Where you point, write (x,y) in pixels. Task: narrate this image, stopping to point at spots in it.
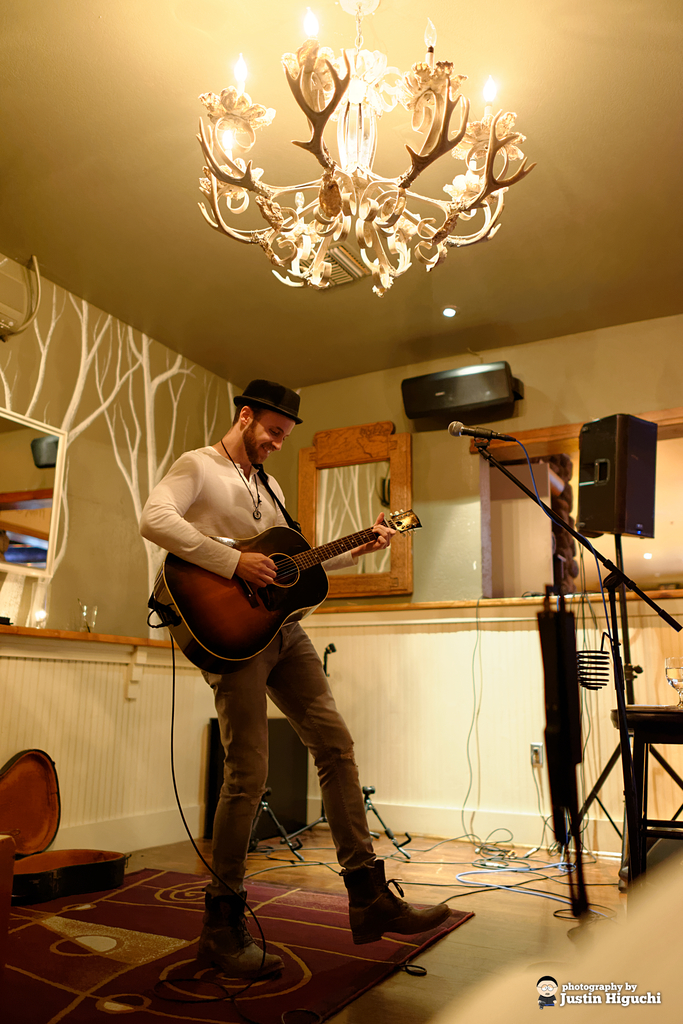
There is a room (437,499). He is standing. He's playing a guitar (339,542). He's wearing a hat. We can see in background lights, window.
